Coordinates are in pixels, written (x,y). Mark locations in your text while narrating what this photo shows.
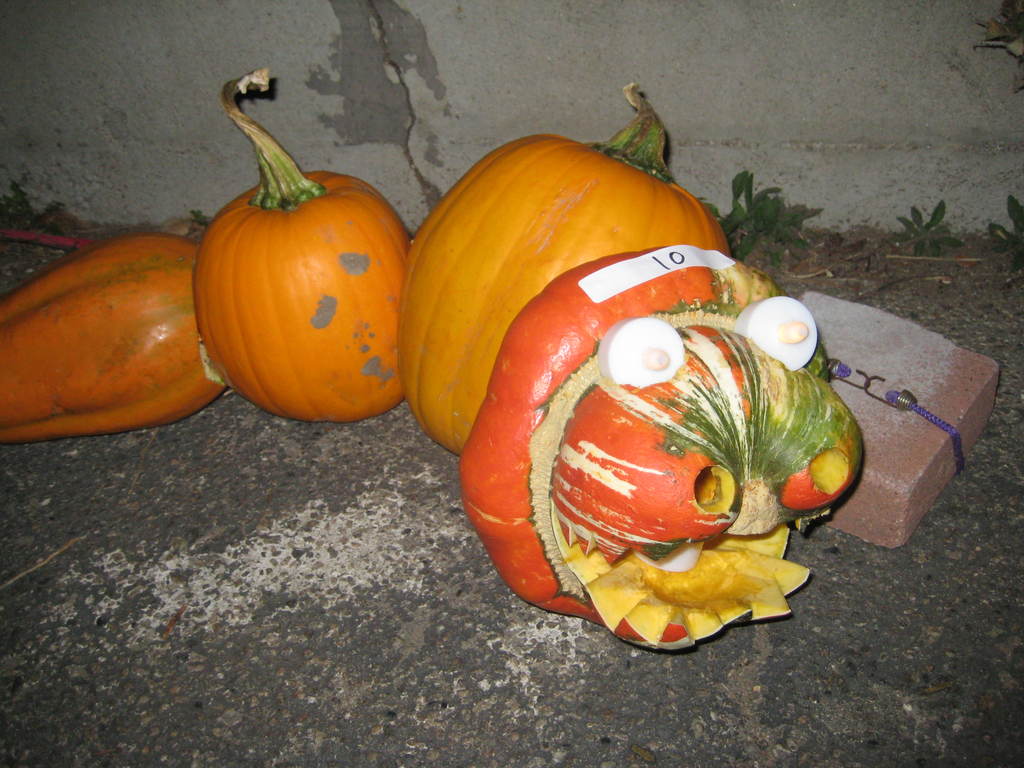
This image consists of pumpkins (480,358). At the bottom (506,681), there is a road (642,657). On the right (906,445), it looks like a brick (858,405). In the background (529,95), there is a wall (950,104).
